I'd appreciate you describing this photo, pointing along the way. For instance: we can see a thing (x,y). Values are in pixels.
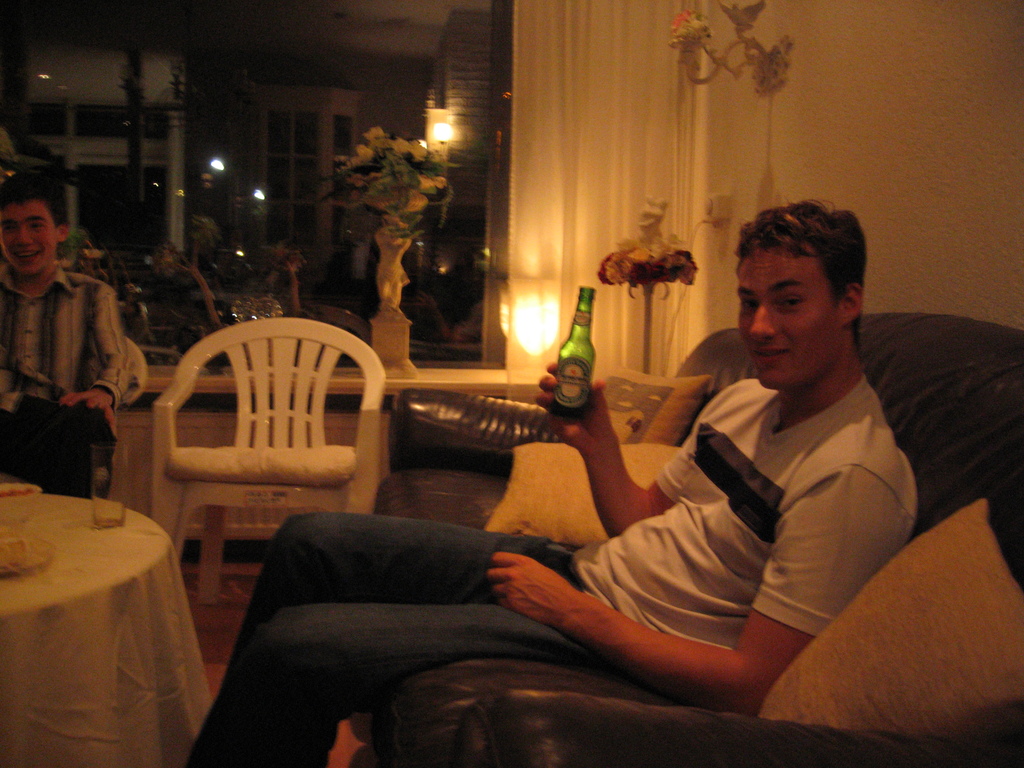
In this picture there is a man (261,690) holding a bottle (582,381) and sitting on the chair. There is a pillow (863,633). There is also another man (104,346) sitting on the chair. There is a glass (116,489), bowl (27,488) on the table (87,570). There are some lights (510,317), flowers (392,190) and a building (294,153) at the background (287,153).
